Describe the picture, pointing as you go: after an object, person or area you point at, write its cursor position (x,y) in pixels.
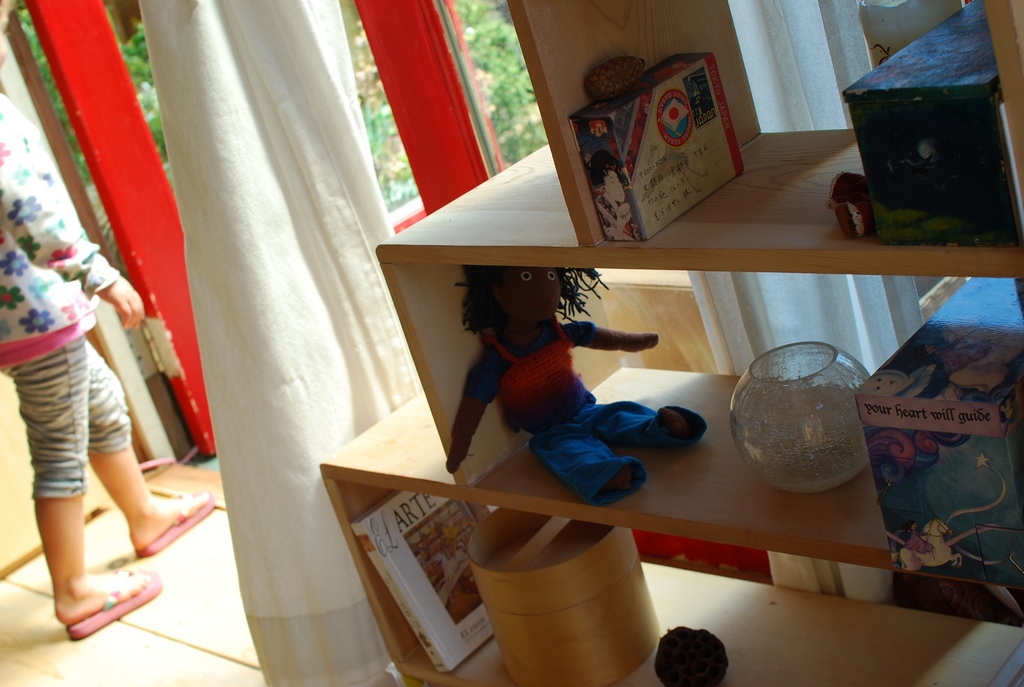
In this picture we can see boxes (497,561), a book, a toy (562,363), a glass object (804,455) and some other objects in the wooden shelves (441,318). On the left side of the wooden shelves (458,290), there is a curtain (302,280), a kid (36,207) and a door (77,131). Behind the door (155,172), those are looking like plants (504,68).
